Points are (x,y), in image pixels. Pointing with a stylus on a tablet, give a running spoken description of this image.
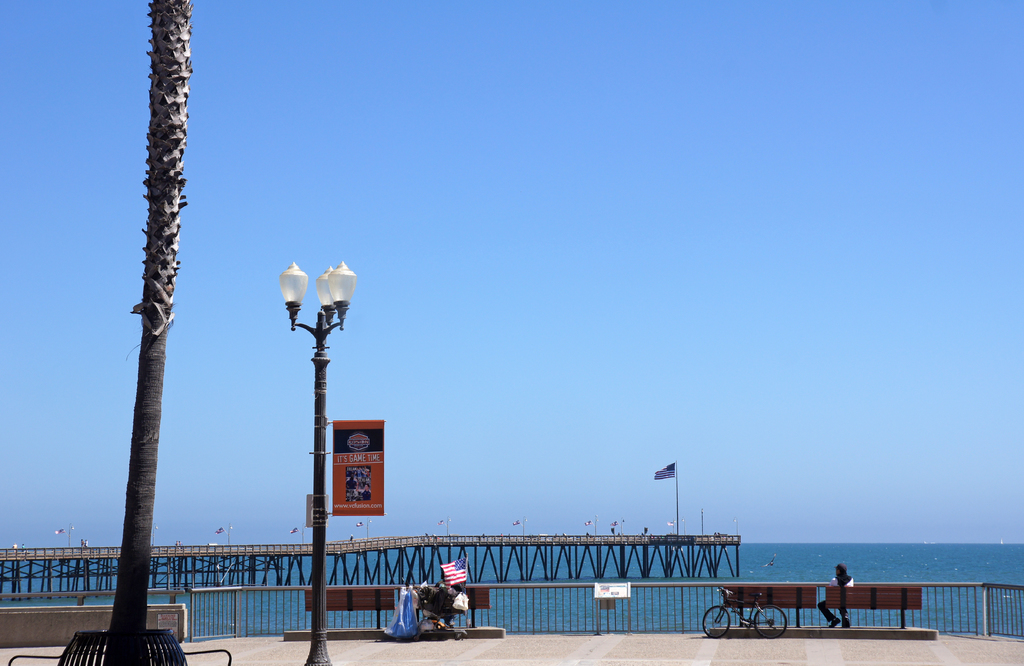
In this image I can see a tree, a pole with lights (341,277) and a board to it, a bicycle (756,602), a person (829,619) sitting on the bench (874,602), few flags (462,580) and a bridge (420,552). In the background (749,559) I can see the water (759,550) and the sky (651,215).
